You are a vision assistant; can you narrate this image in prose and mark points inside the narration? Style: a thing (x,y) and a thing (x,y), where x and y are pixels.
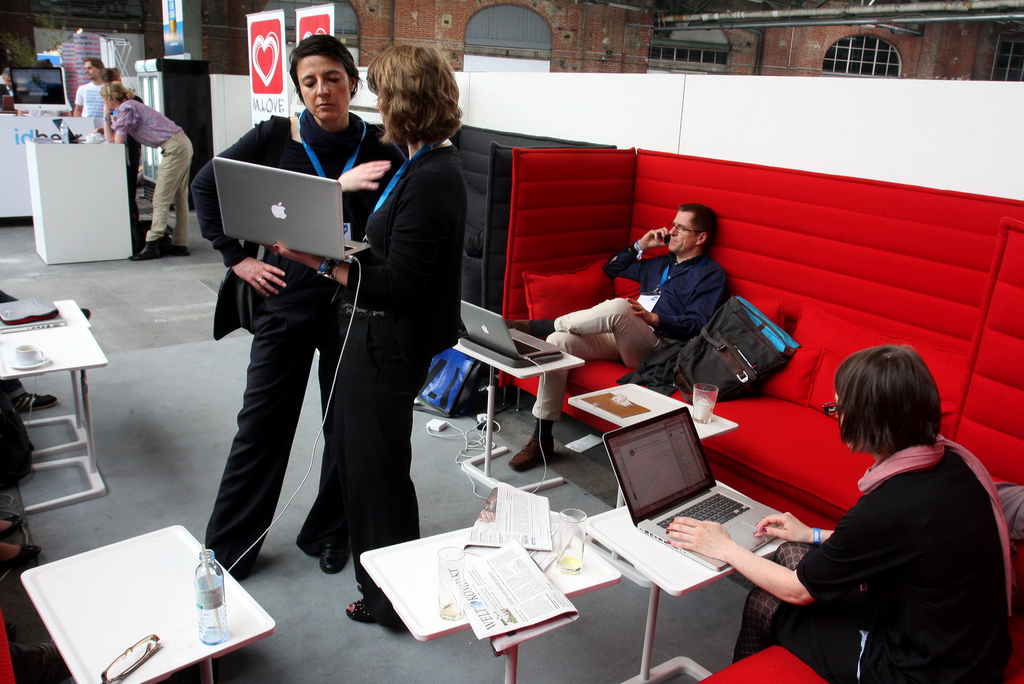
This picture shows few people (217,516) standing and a woman (382,214) holding a laptop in her hand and we see two people (996,507) seated and laptops (547,351) on the table (599,537).
